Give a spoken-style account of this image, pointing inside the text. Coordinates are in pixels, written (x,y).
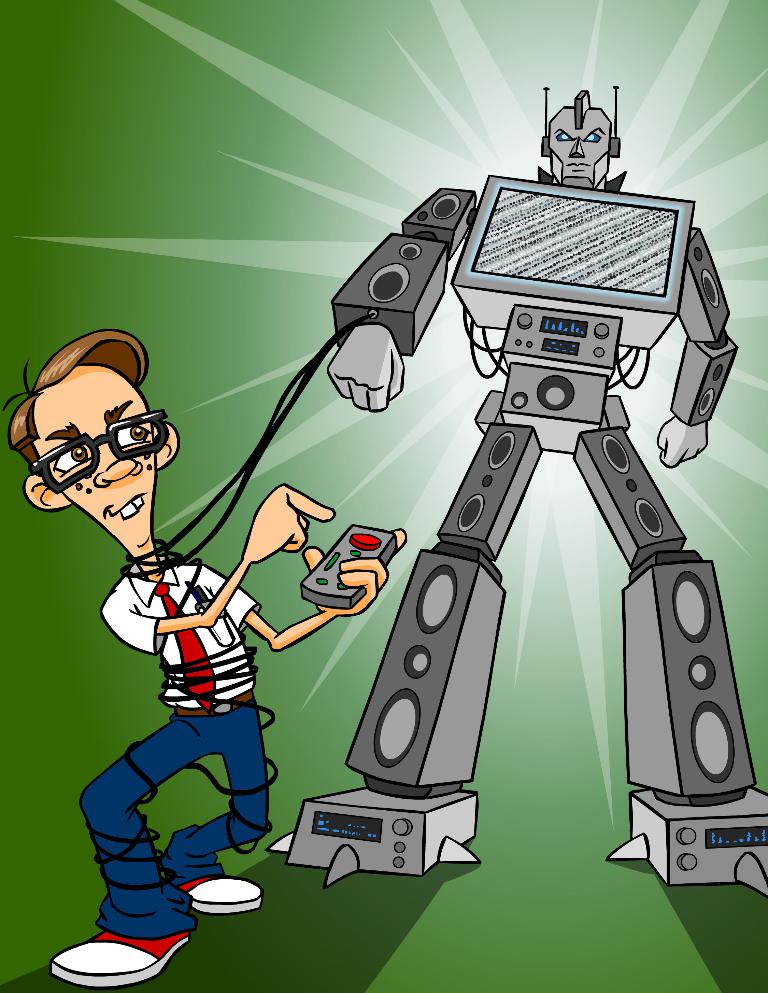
In the picture I can see an animated robot (635,239) on the right side (660,269) and there is another animated image (286,509) of a boy (158,768) on the left side (253,607) holding a remote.
